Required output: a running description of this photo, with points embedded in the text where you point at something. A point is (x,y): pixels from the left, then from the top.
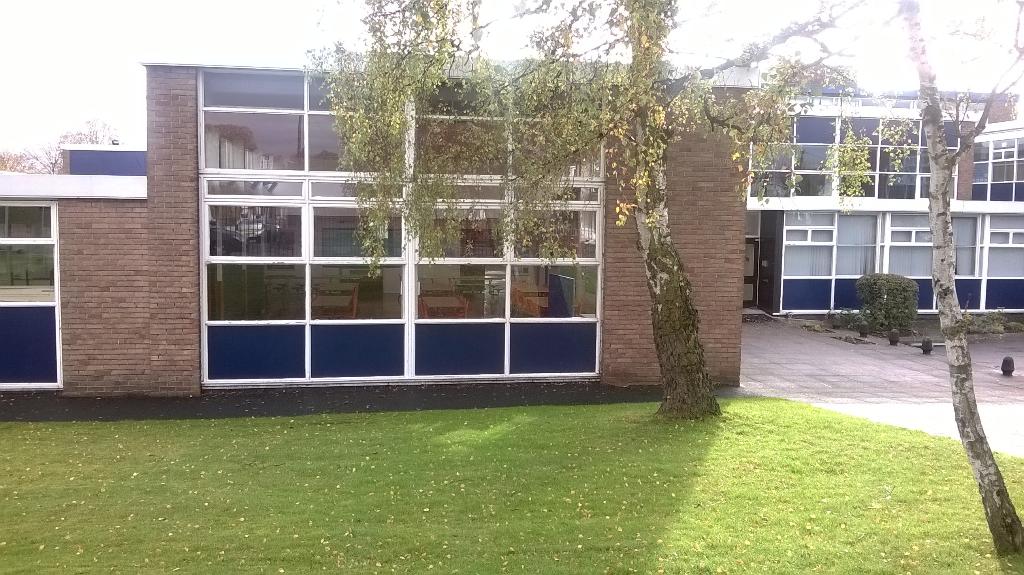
In this image I can see grass (681,466), few trees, few plants (890,277), shadows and a building (230,330).
